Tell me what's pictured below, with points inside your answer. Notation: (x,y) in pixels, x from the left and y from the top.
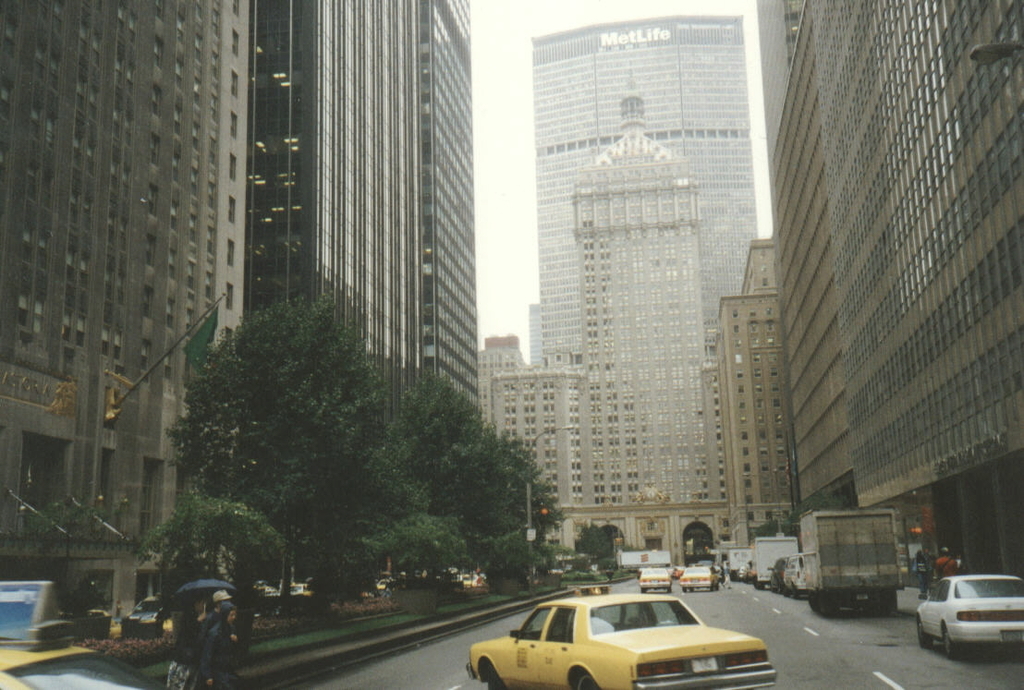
At the bottom of the image (965,634) there are some vehicles (261,583) on the road (996,658) and few people (184,689) are walking. Behind them there are some trees (503,538) and plants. At the top of the image (961,65) there are some buildings (443,90). Behind the buildings (440,278) there is sky (473,34).
